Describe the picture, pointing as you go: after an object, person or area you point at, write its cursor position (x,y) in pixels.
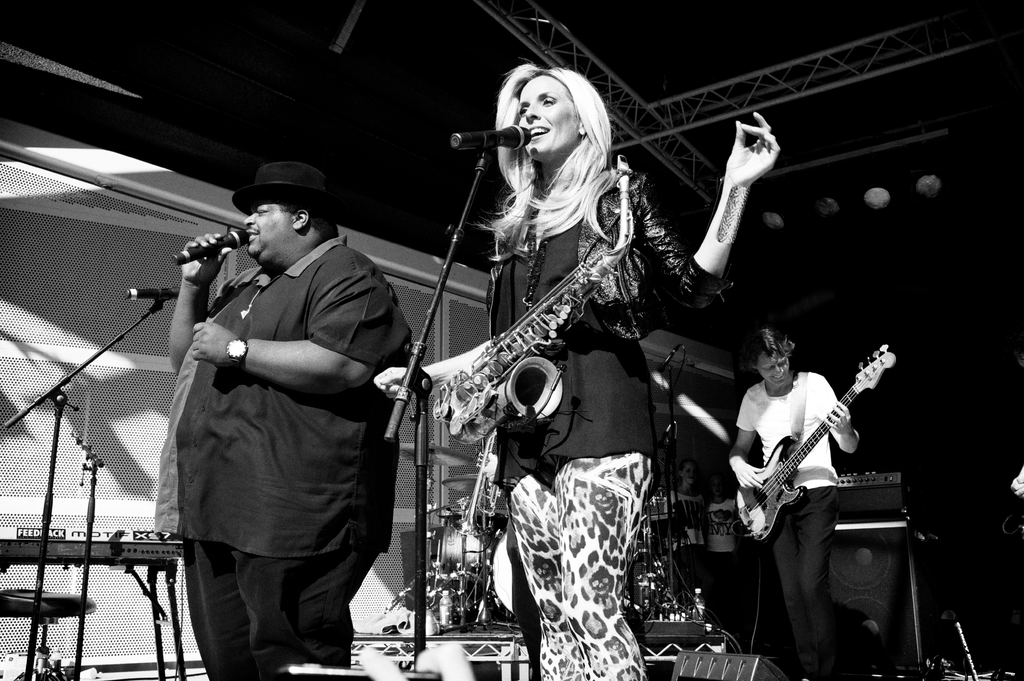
This is a black and white image. There are so many people (546,435) in this image. This looks like a musical concert. In the middle (368,333) there is a man (314,483) and a woman (538,578). The woman (522,515) is holding a musical instrument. There are mikes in front of them. There is a keyboard (136,549) in the bottom left corner (151,551). There are lights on the top (884,192).
